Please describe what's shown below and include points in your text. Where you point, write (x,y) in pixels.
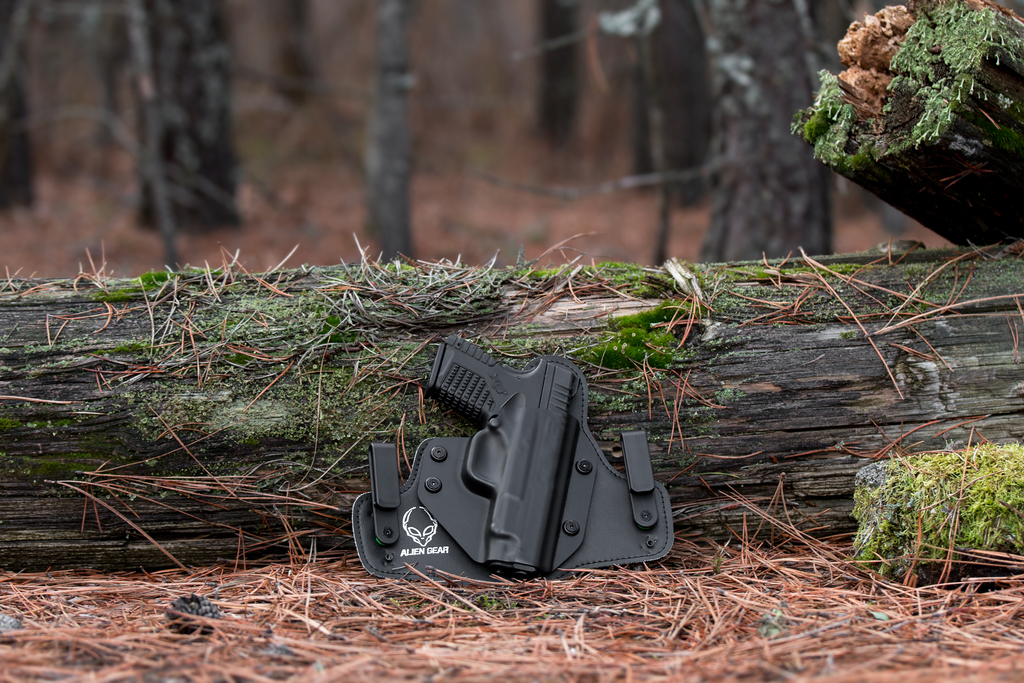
In this image there is a gun pouch (511,500) on the ground (508,622). Behind the gun pouch (446,469) there is a tree bark (164,358). On the ground (191,578) there is dry grass (728,620). In the background (773,225) there are trees (178,100) and wooden sticks (145,92). On the tree bark (710,331) there is algae (369,353).
